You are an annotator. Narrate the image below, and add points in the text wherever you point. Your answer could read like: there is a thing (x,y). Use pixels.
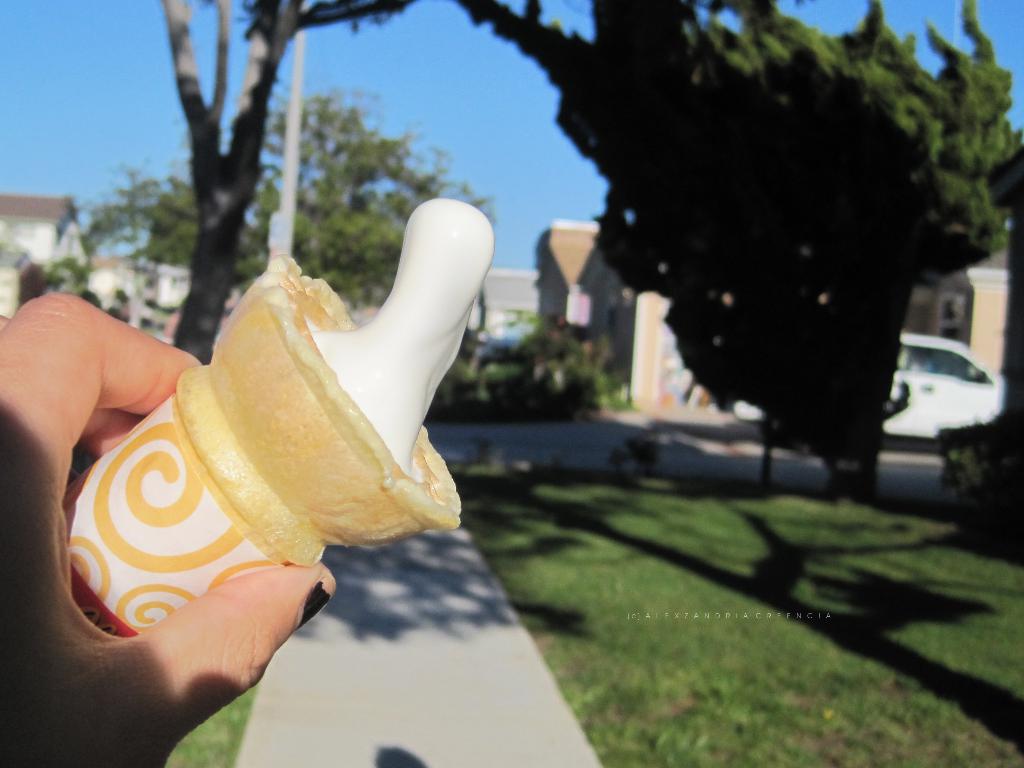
In this image there is an ice cream (171,575) in hand (184,607), in the background (806,366) there are tree (356,195) and path (443,563) it is blurred.
